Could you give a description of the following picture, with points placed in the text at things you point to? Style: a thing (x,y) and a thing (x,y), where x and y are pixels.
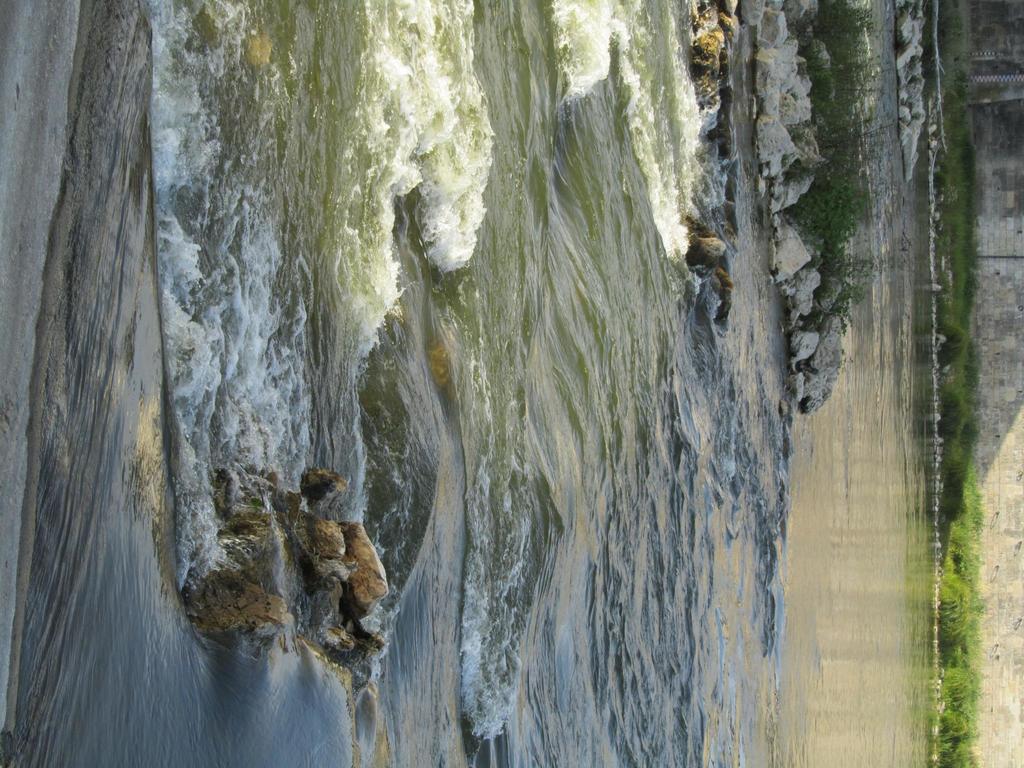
In the image there is a river (733,154) with some stones (353,629) in the middle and in the back (971,570) there is a wall (990,513) with plants (953,506) in front of it.
